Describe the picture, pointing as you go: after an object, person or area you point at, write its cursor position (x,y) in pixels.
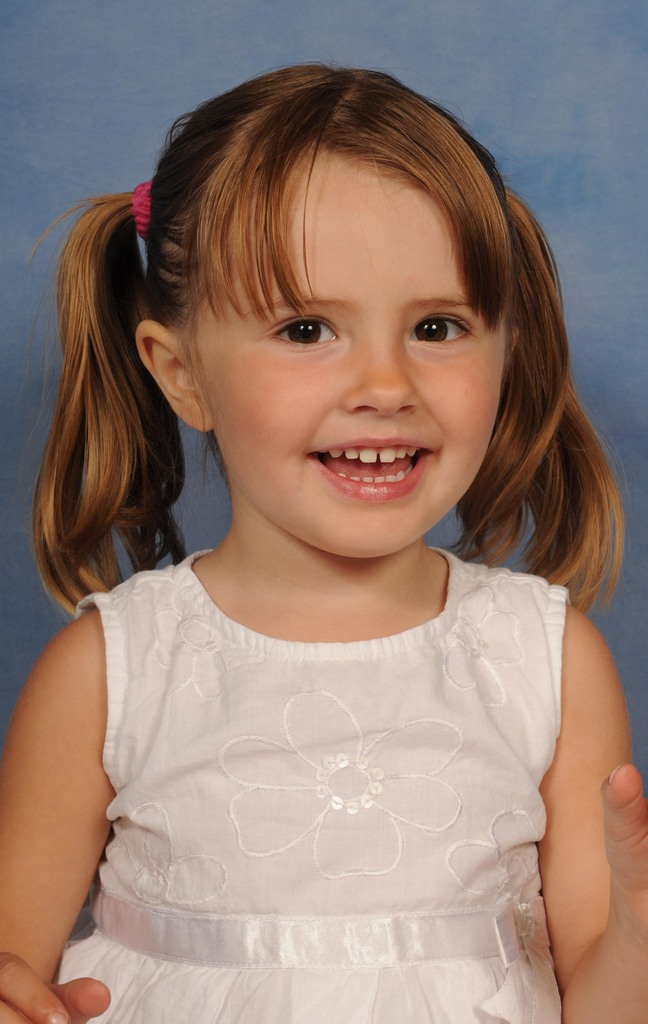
In this image I can see a girl (400,726), she is wearing a frock (392,867) and also she is smiling.
